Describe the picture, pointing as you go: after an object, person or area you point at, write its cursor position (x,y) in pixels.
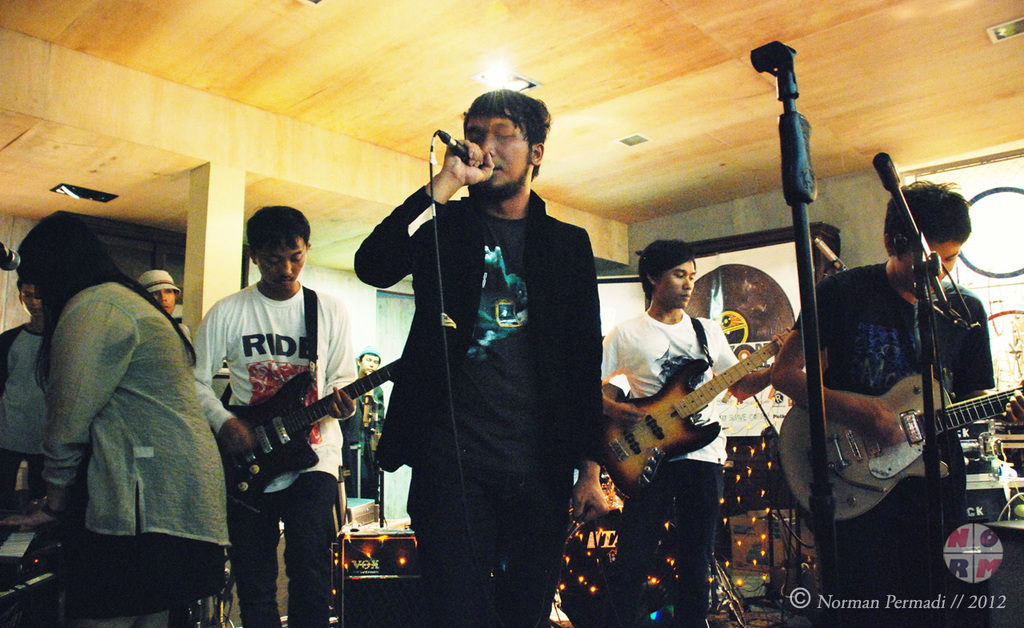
In this picture we can see group of people (501,347) playing a guitar (907,406) in the microphone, a person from left wearing white t-shirt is playing black guitar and a person (514,449) in center (453,304) wearing black jacket (455,295) and t-shirt (489,229) is singing on the microphone (454,150). And a woman (147,456) standing and playing piano (44,544) in the left corner (103,576).
